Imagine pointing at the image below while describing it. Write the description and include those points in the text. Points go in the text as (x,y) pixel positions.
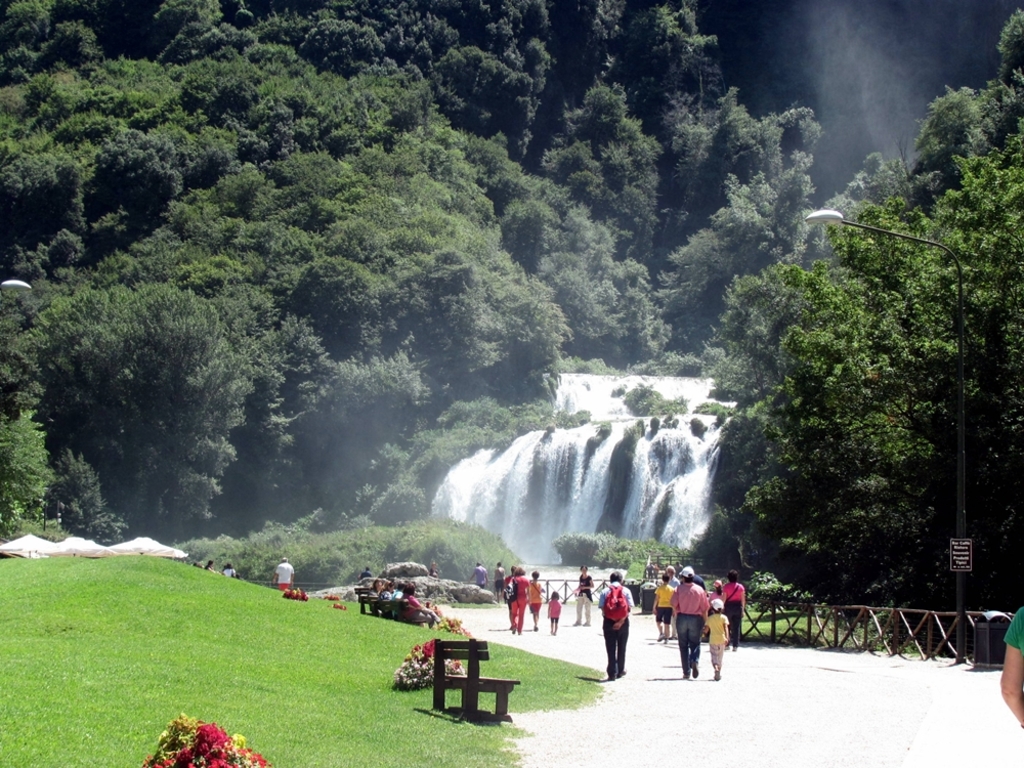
This picture describes about group of people (514,589), few are seated and few are walking, beside to them we can find benches (499,702), grass (803,622), fence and trees (818,283), and also we can see waterfalls (594,460) and tents (102,552).
